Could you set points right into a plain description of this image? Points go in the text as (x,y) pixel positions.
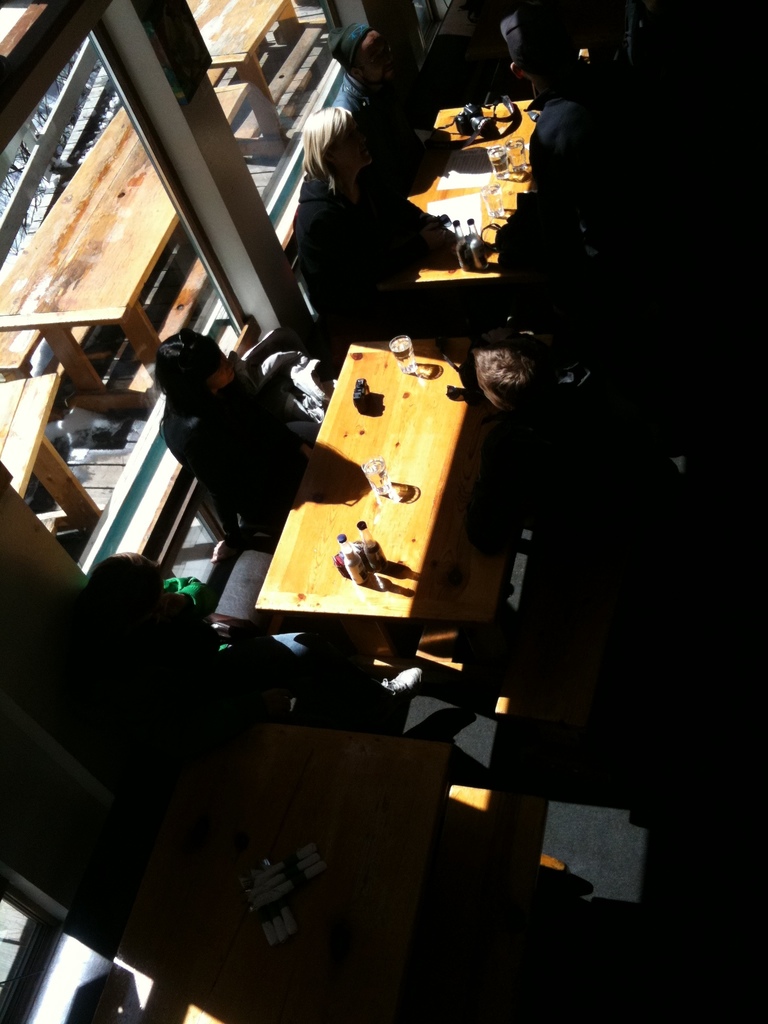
In this image I can see some people (395,214). I can see some objects (383,461) on the table (383,435). On the left side (41,319) I can see some tables (130,260) behind the window (195,229).
